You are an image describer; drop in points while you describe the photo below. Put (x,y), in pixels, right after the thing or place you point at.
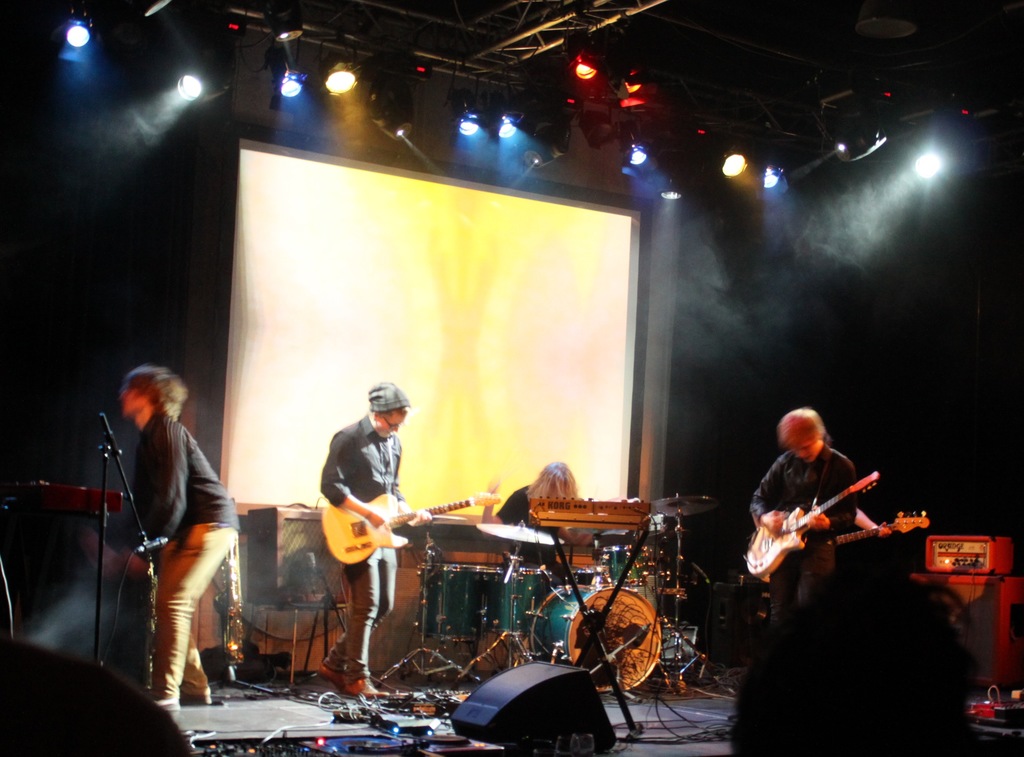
In this picture we have a man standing and playing guitar (481,500), another man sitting and playing drums (632,661), another man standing and playing a guitar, another man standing and the back ground (305,390) we have a screen (603,421), lights (895,4), speakers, cables (330,690).
